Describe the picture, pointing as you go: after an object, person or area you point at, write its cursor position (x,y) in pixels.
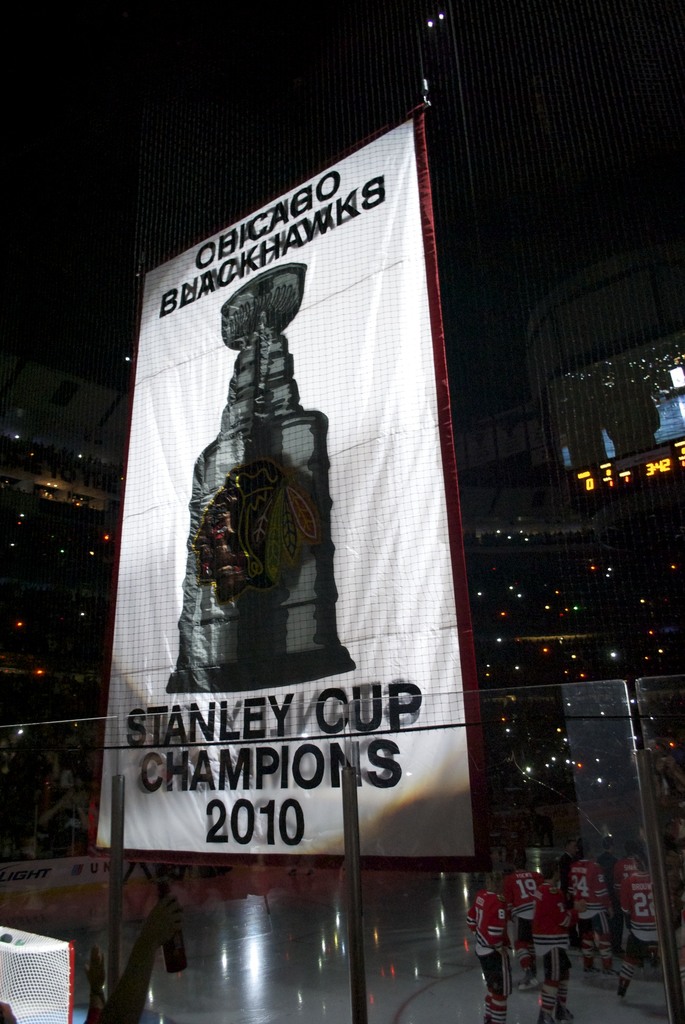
This image is taken in the nighttime. In this image it looks like it is a stadium (48,523). In the middle (252,576) there is a big banner (257,490). In the background (35,581) there are people (76,604) sitting in the chairs (79,587). At the bottom (406,889) there is a glass (409,968). There are few players (495,933) on the floor (440,968). There are lights (563,615) in the stand (573,633).
